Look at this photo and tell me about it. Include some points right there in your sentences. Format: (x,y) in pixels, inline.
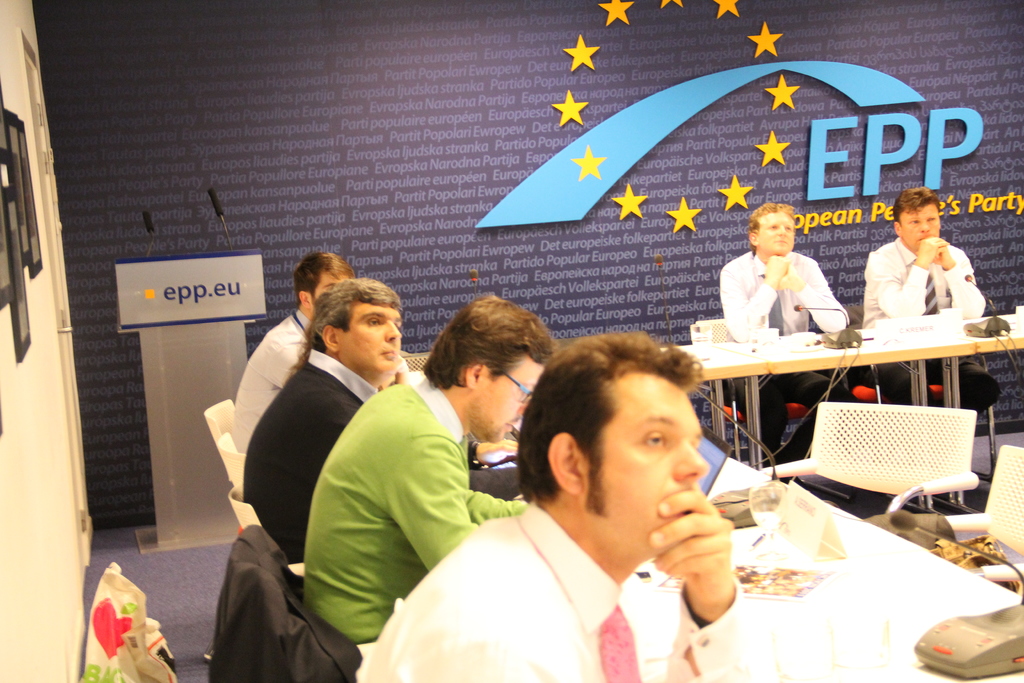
In this image we can see a group of people (488,361) sitting in chairs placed in front of a table (776,605). One person (458,491) is wearing spectacles (524,394) and a green t shirt (417,489). On the table (905,583) we can see a group of microphones (729,496) and a laptop (714,479) are placed. To the left side of the image (242,294) we can see a podium (216,275) with two microphone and photo frames (17,326) on the wall (50,504). In the background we can see a wall (481,87) with some text (946,196) on it.
